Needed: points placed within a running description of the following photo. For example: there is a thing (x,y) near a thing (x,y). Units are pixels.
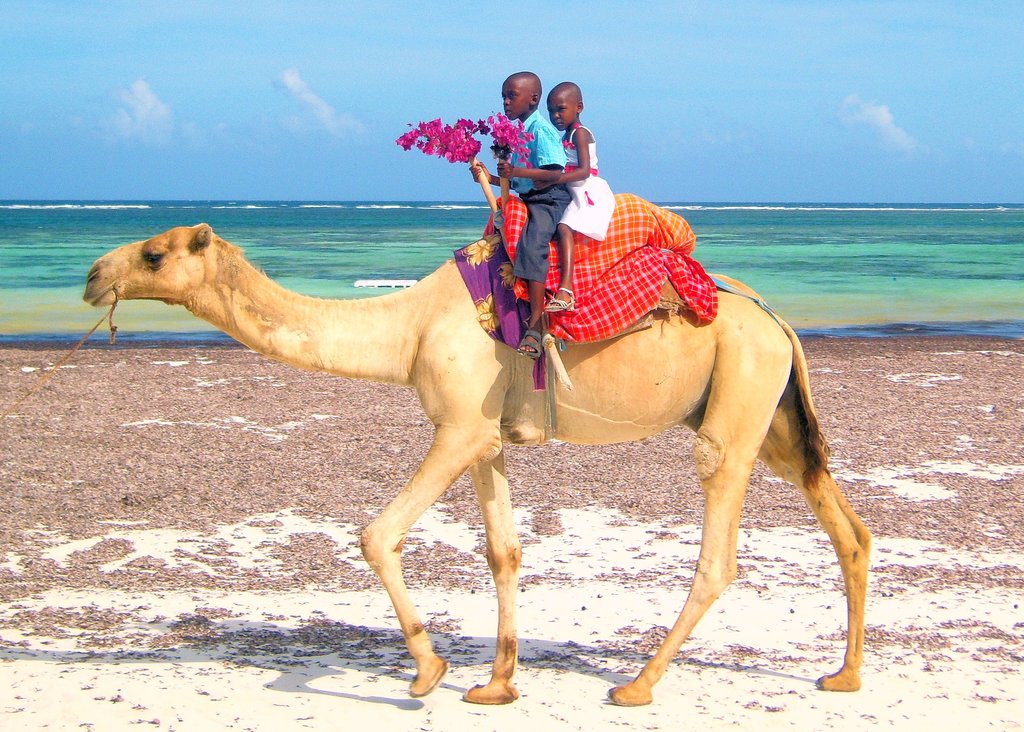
In this image there is a camel (449,367) walking on the ground (387,605). There are two kids (562,146) sitting on the camel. A boy (516,161) is holding flowers (486,132) in his hand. Behind the camel (568,355) there is the water (222,233). At the top (234,56) there is the sky (234,56).
